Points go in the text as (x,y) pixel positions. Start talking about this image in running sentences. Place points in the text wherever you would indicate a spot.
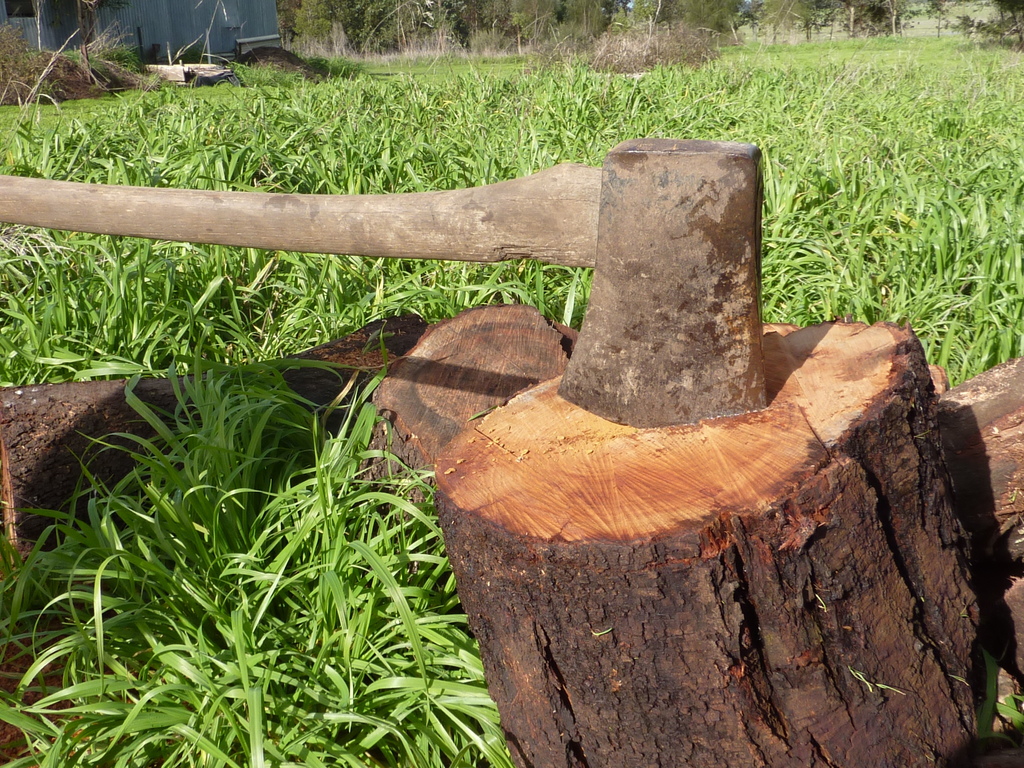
In this picture we can see a tree bark (666,508) and an axe (645,419) in the front (665,264), at the bottom (384,557) there is grass (253,459), in the background (594,3) we can see some trees (450,24).
